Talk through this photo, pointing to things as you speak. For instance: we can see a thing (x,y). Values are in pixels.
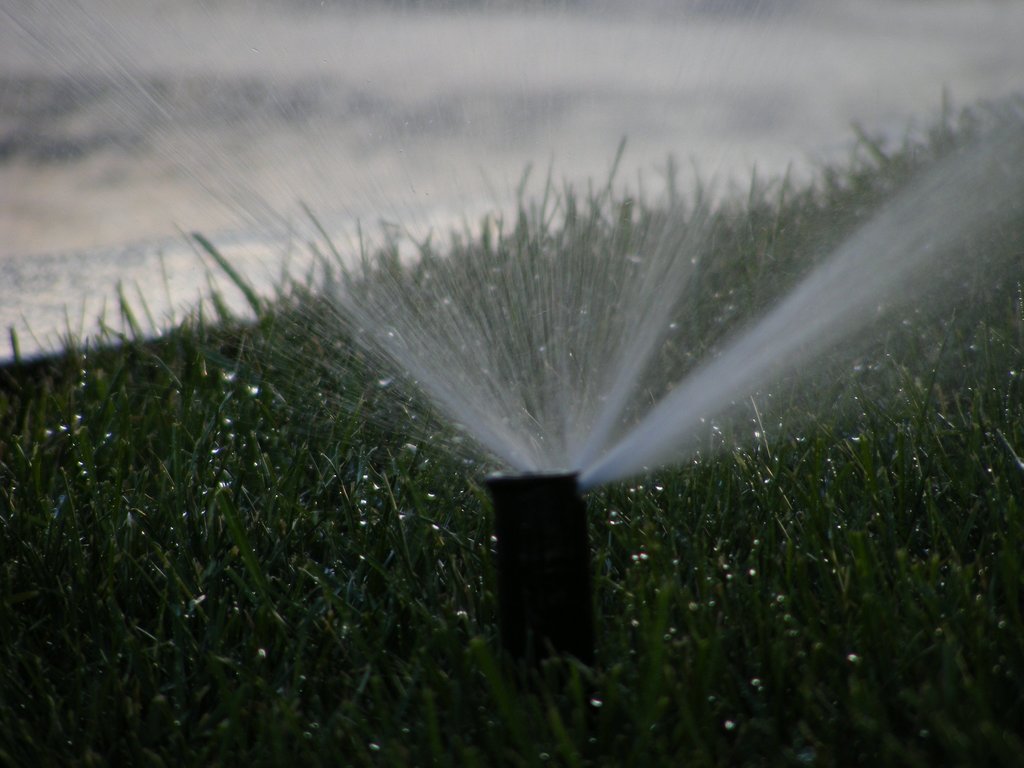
In this picture we can observe a water sprinkler (536,514) on the ground (752,713). There is some grass (454,560) on the ground (362,374). In the background (336,163) it is completely blur.
